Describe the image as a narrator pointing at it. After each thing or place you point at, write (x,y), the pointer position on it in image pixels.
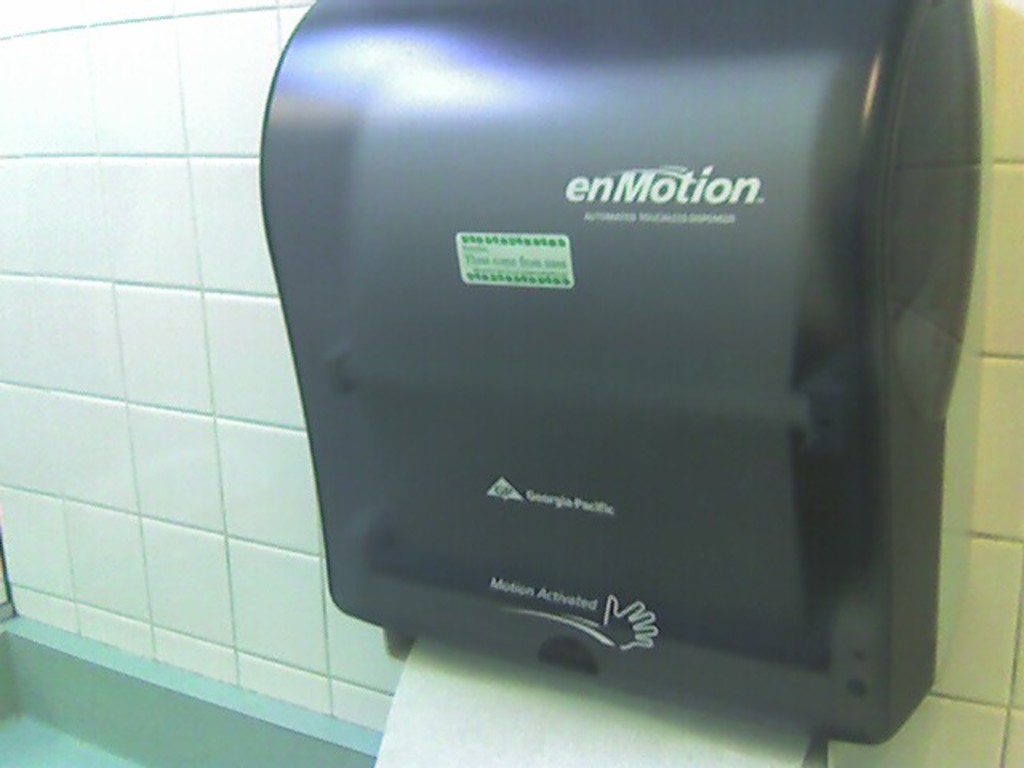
In this picture we can see a black hand drying machine (452,537) with something written on it. In the background (313,650) the wall (113,512) is white.
